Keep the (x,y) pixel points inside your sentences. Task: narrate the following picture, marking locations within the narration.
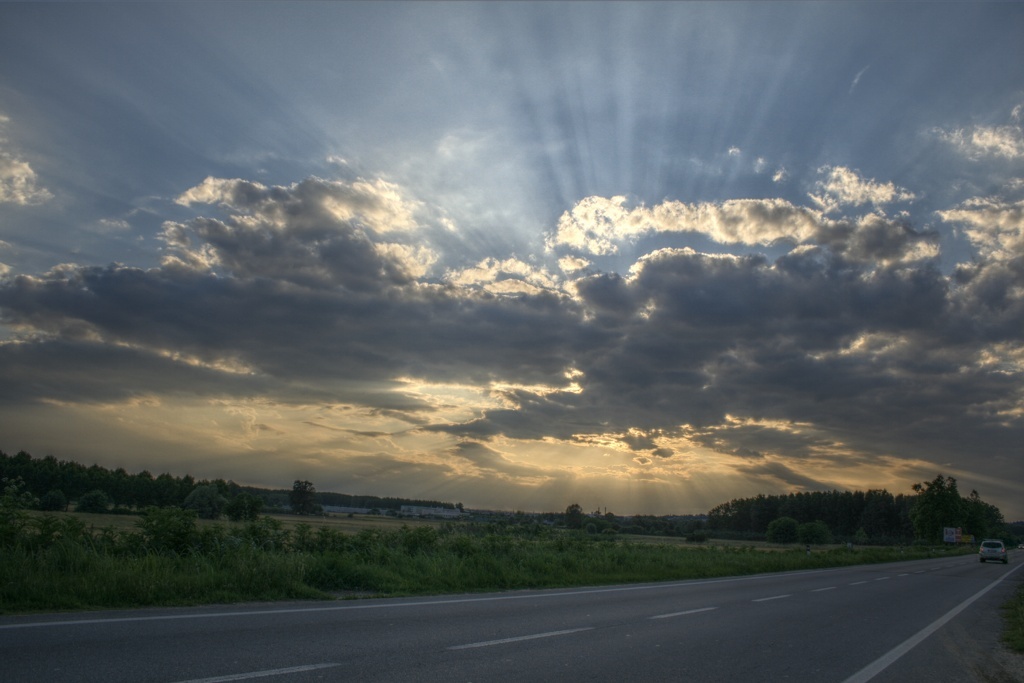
In this image we can see vehicle (1001,558) on the road (745,614). In the background (428,513) we can see trees (889,514), building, grass (440,554), plants (246,538), sky (504,234) and clouds (443,339).
